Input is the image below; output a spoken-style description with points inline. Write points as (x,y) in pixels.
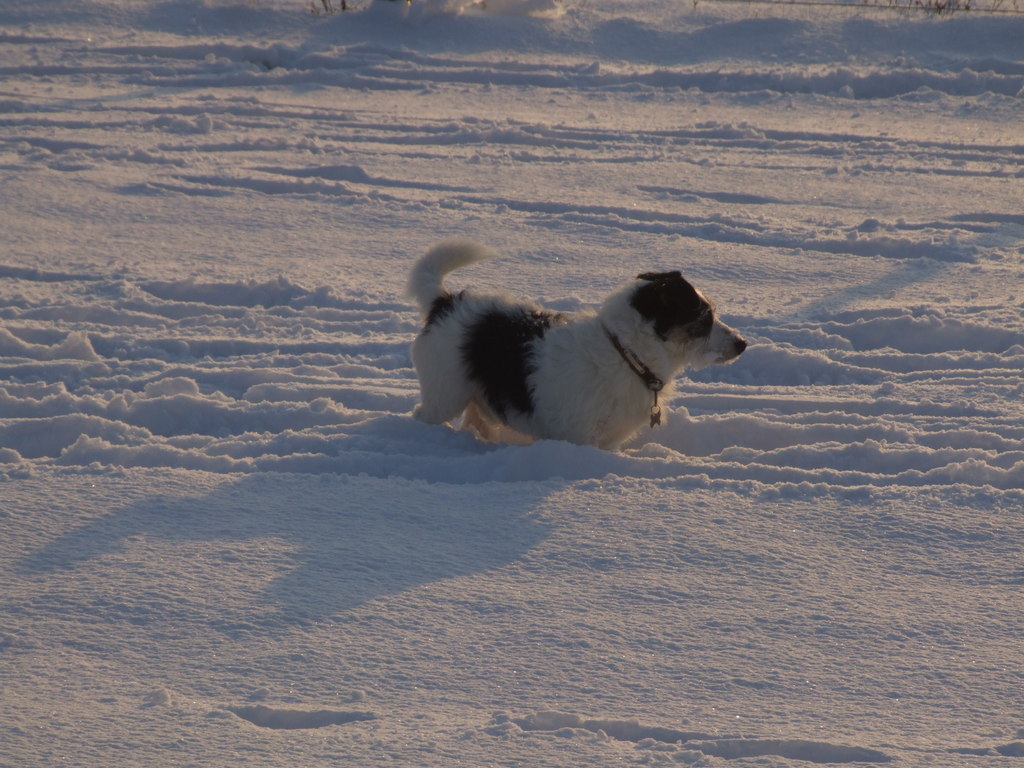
In this picture we can see a dog (585,340) in the snow (362,316). There is a belt (636,364) visible on this dog (590,391).
